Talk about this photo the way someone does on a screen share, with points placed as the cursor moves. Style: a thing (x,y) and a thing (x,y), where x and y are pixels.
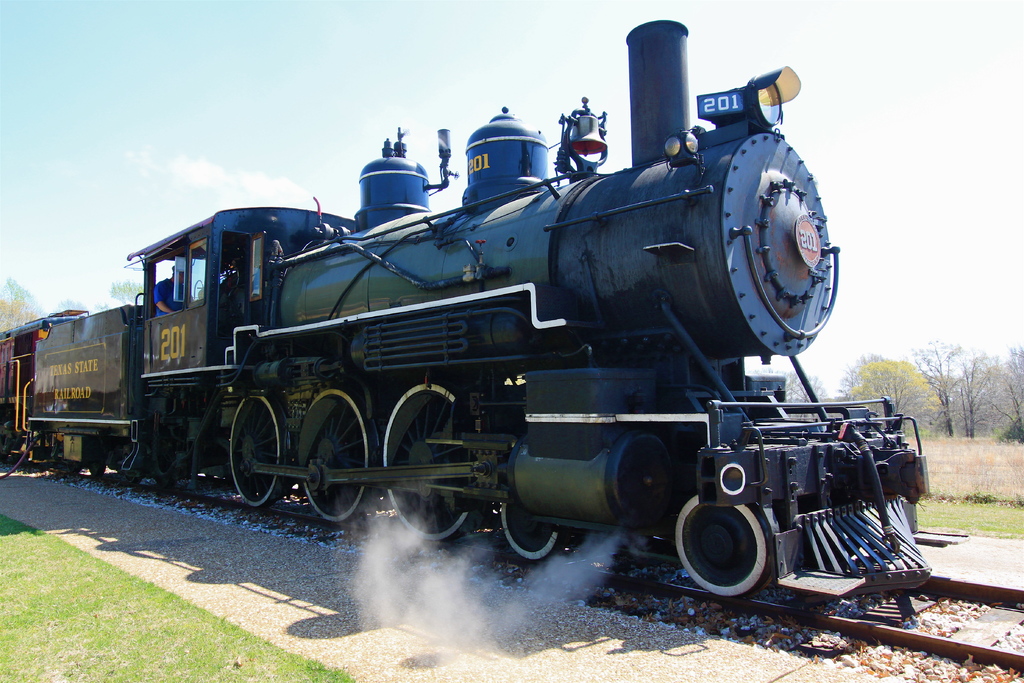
As we can see in the image there is a train (458,376), railway track (768,598), grass (45,640) and trees (944,375). On the top (381,90) there is sky (242,103).
